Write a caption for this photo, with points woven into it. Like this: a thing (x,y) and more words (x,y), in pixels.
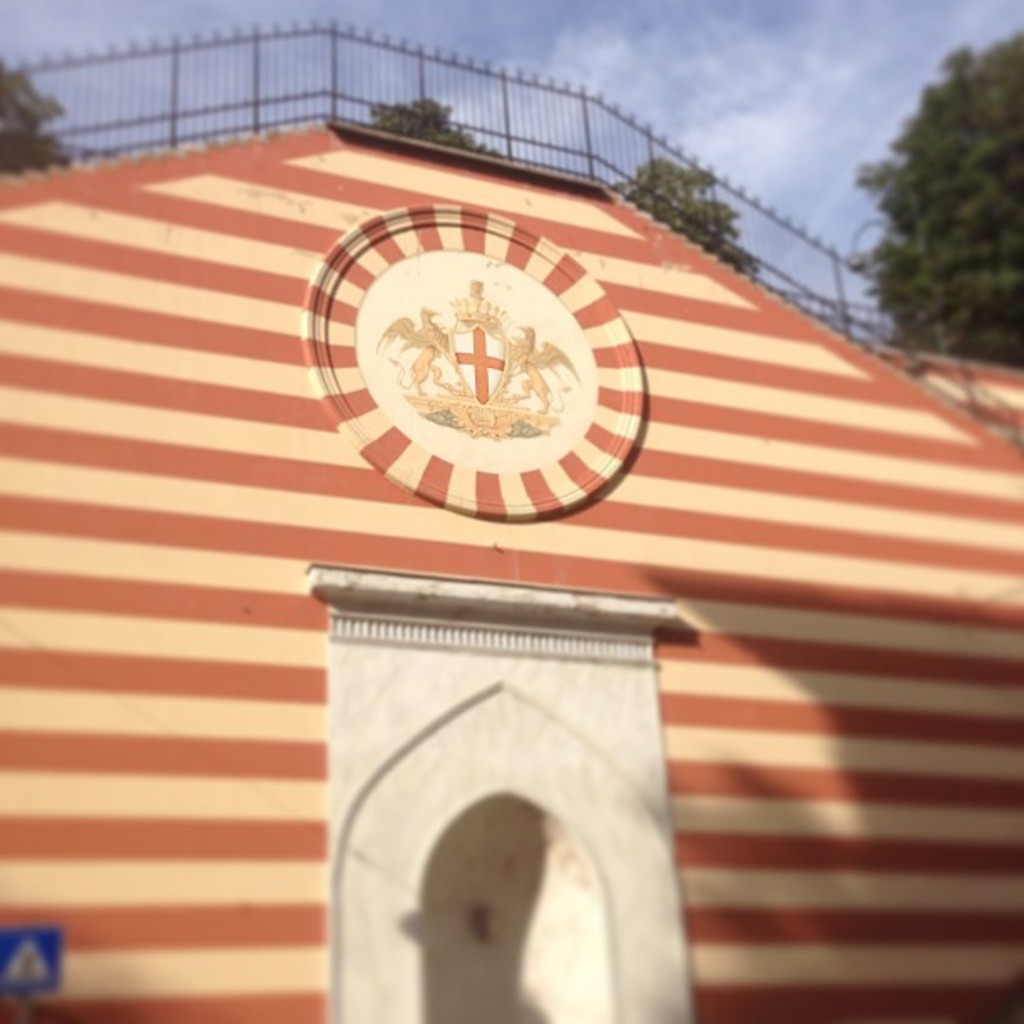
In the picture we can see a building wall (561,742) on it, we can see horizontal lines (419,545) of brown and cream color lines (770,504) and some cross symbol (459,361) on it and on the top of the wall (426,205) we can see railing (654,143) and behind it we can see some trees (917,242) and sky (668,49) with clouds (842,74).
